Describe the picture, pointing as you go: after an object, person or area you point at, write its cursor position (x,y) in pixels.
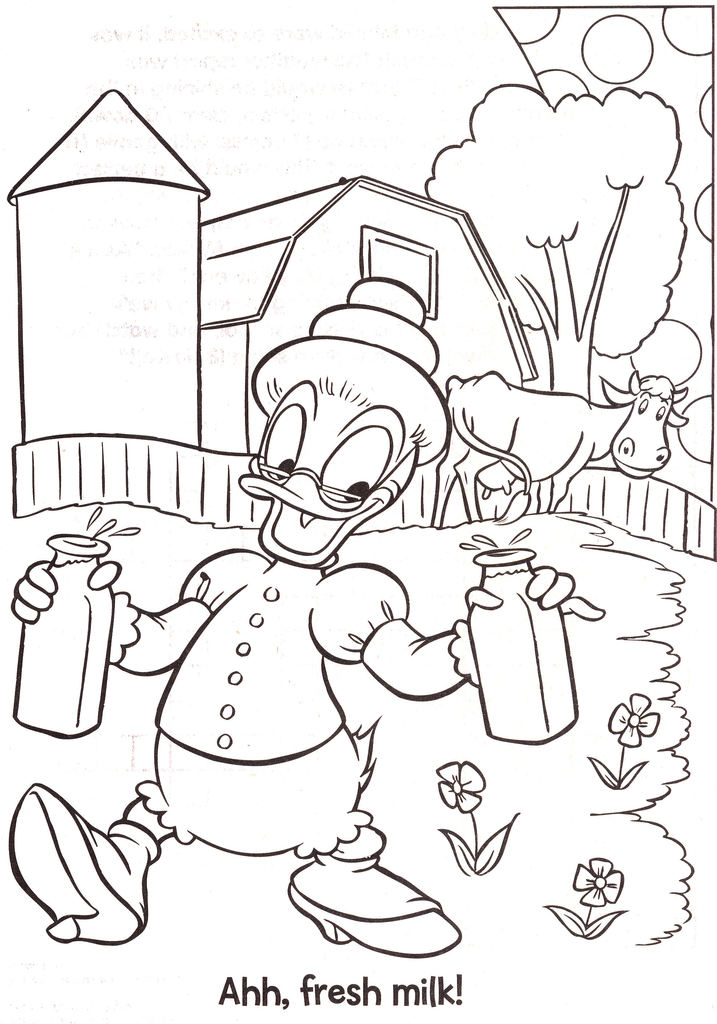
This is a drawing in this image in the foreground (278,732) there is one cartoon duck (260,617), and in the background (542,433) there are some trees (585,328) and one cow (510,486). At the bottom of the image (291,993) there is some text (266,977) written.
